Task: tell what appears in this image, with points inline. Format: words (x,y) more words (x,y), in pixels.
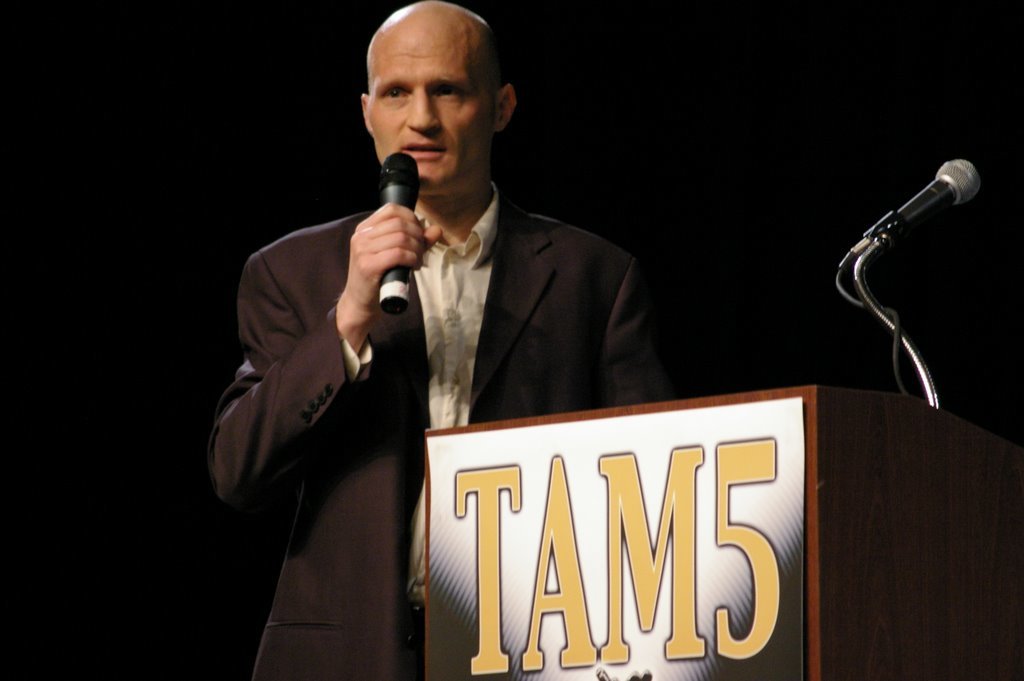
Here a man (225,397) is standing and holding microphone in his hand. On the right (808,545) there is a podium (880,458) and microphone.
